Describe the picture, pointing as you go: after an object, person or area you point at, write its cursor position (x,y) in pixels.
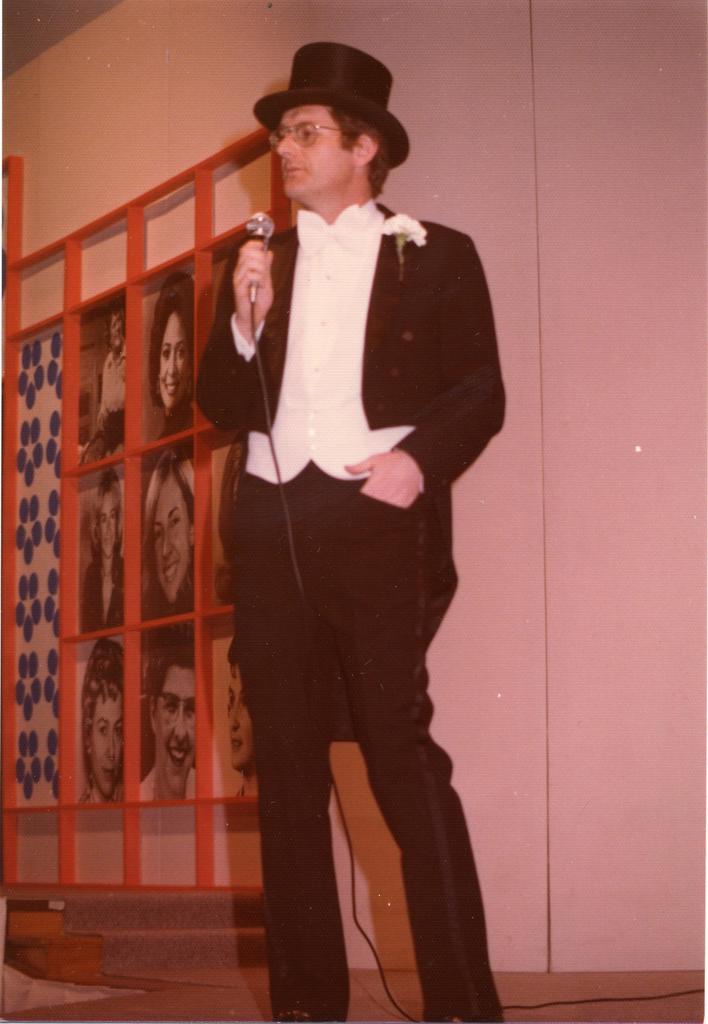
In this image I can see a person (279,573) standing and holding a microphone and the person (237,405) is wearing black and white dress (374,385), background (114,600) I can see few photos (111,587) and the wall (595,569) is in white color.
